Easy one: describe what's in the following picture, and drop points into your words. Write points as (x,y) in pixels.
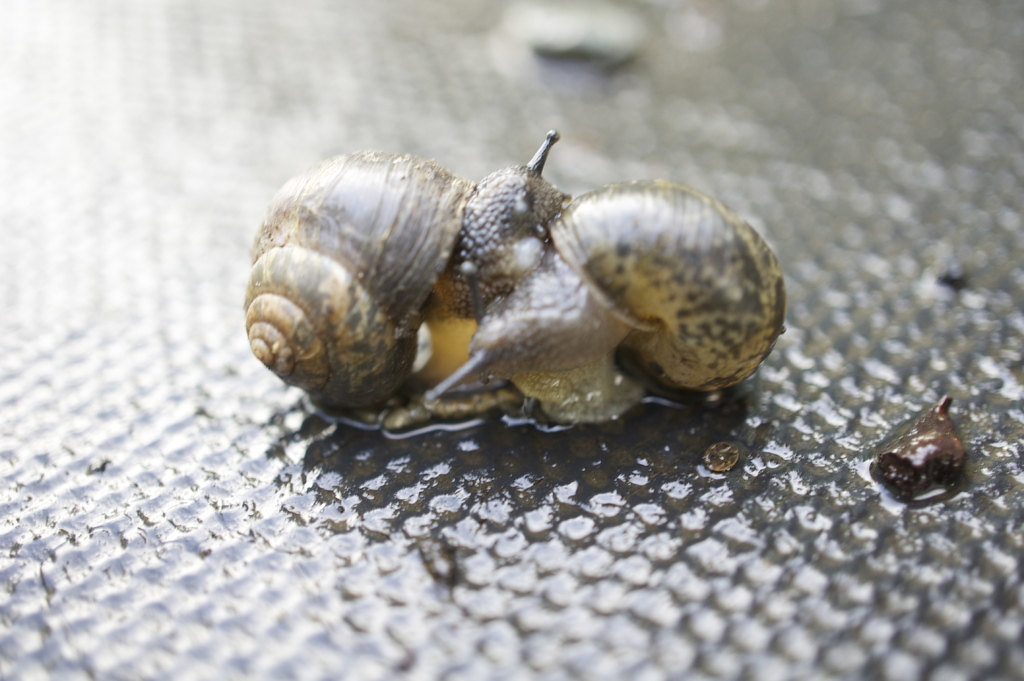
This picture shows a snail (474,393) coming out from the shell (592,250).
